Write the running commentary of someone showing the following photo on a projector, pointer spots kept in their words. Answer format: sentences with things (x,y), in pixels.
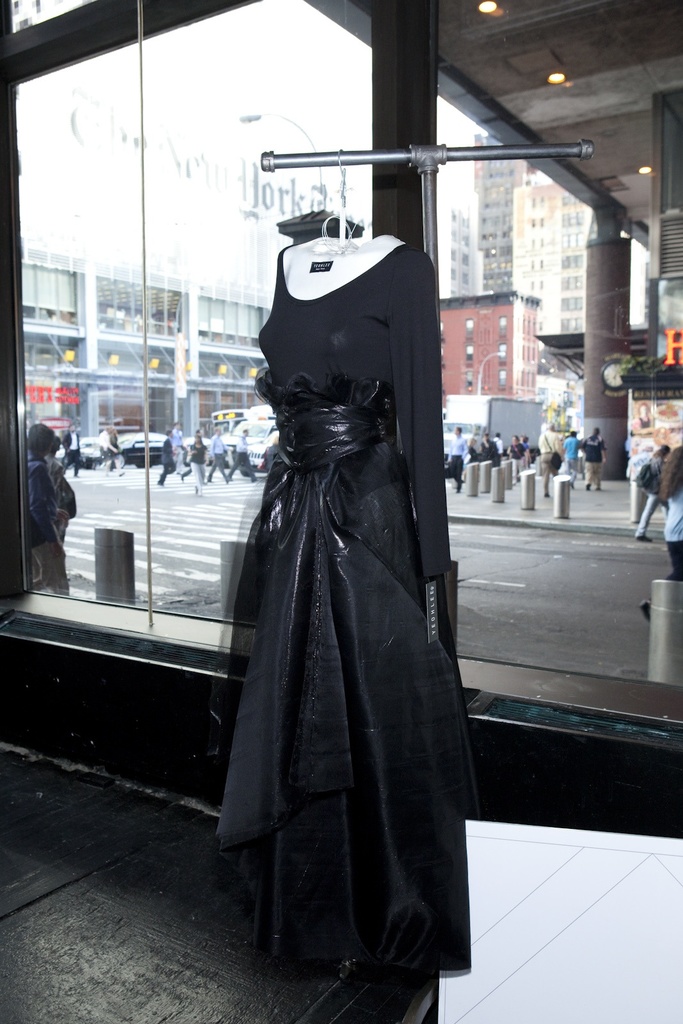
In this image we can see a dress (282,532) which is of black color attached to a hanger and in the background of the image (603,416) there are some persons (101,458) crossing the road (250,507), there are some vehicles (239,428) and buildings (194,405).
